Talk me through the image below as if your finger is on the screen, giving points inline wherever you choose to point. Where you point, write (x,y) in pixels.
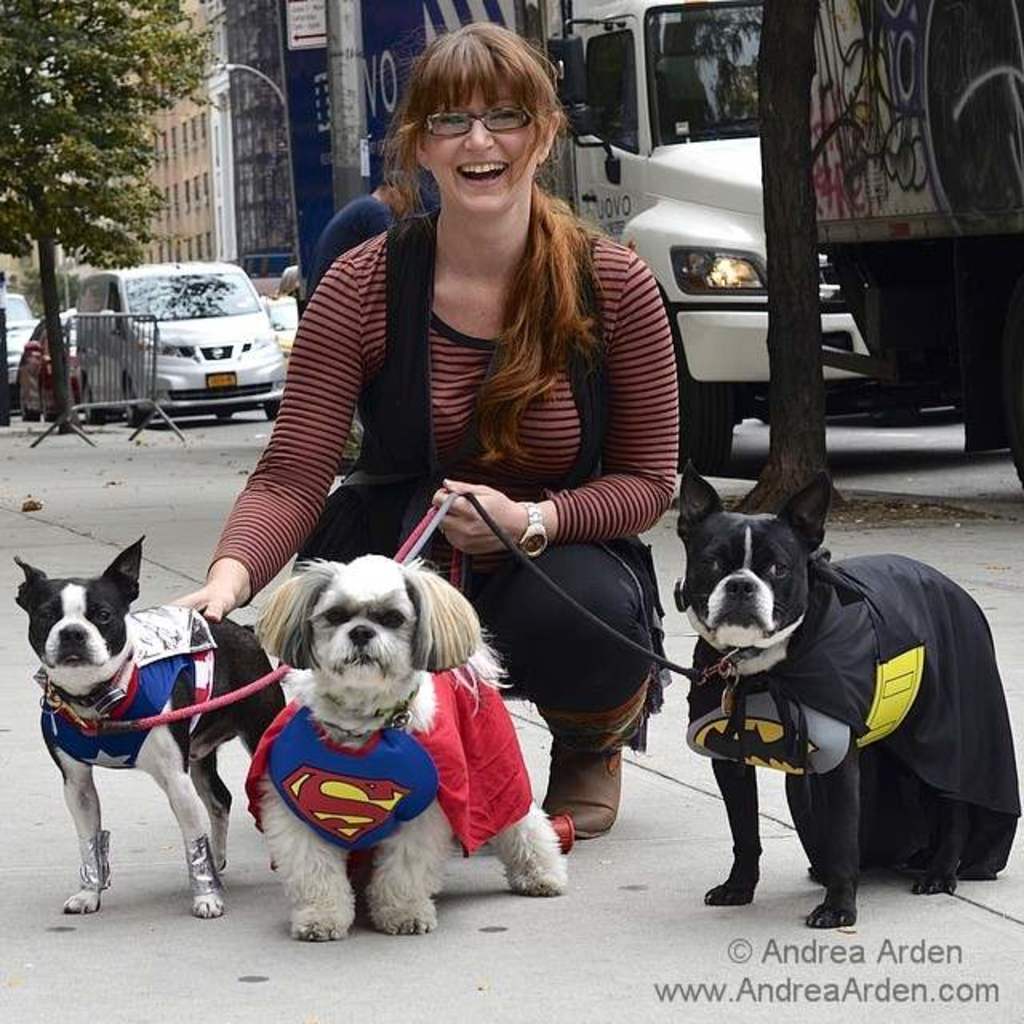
In this picture a lady (501,409) is holding three dogs (380,669) which are dressed as superheroes. The picture is clicked on a road (895,437).
